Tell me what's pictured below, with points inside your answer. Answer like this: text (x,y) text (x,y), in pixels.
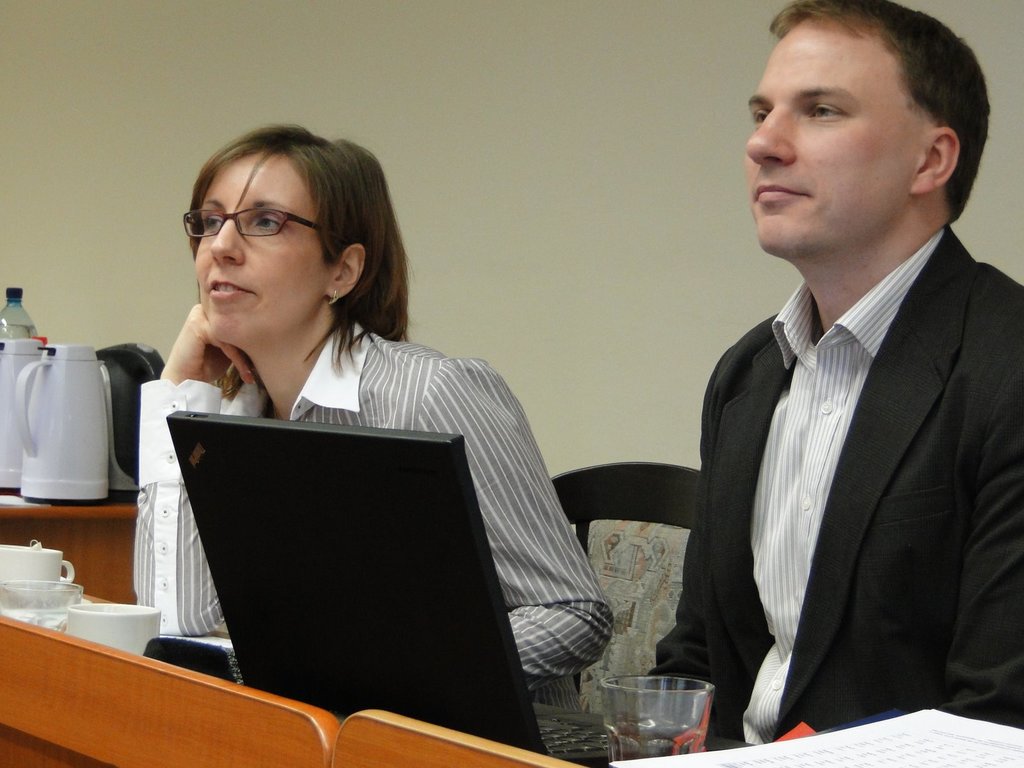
As we can see in the image there is a wall (598,317), chairs (653,583) and two people (958,330) sitting on chairs (639,552) and on table (416,749) there is a laptop (340,628) and cups (5,559).
